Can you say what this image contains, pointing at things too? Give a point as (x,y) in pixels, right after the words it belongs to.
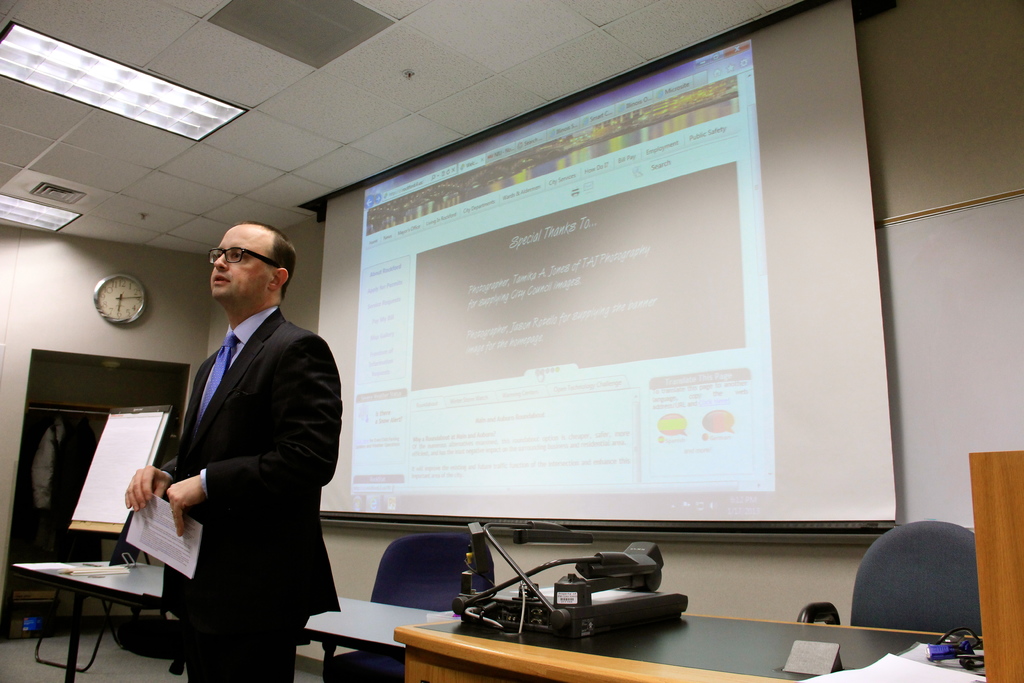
This picture shows a man (278,344) standing wearing a spectacles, holding a paper (159,514) in his hand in front of a table (404,638). There is a chair (423,572) and equipment (517,601) on the table (658,633). In the background (652,350) there is a projector display screen (521,307) and a board (141,439). We can observe a wall clock (113,304), hanged to the wall (62,315).
